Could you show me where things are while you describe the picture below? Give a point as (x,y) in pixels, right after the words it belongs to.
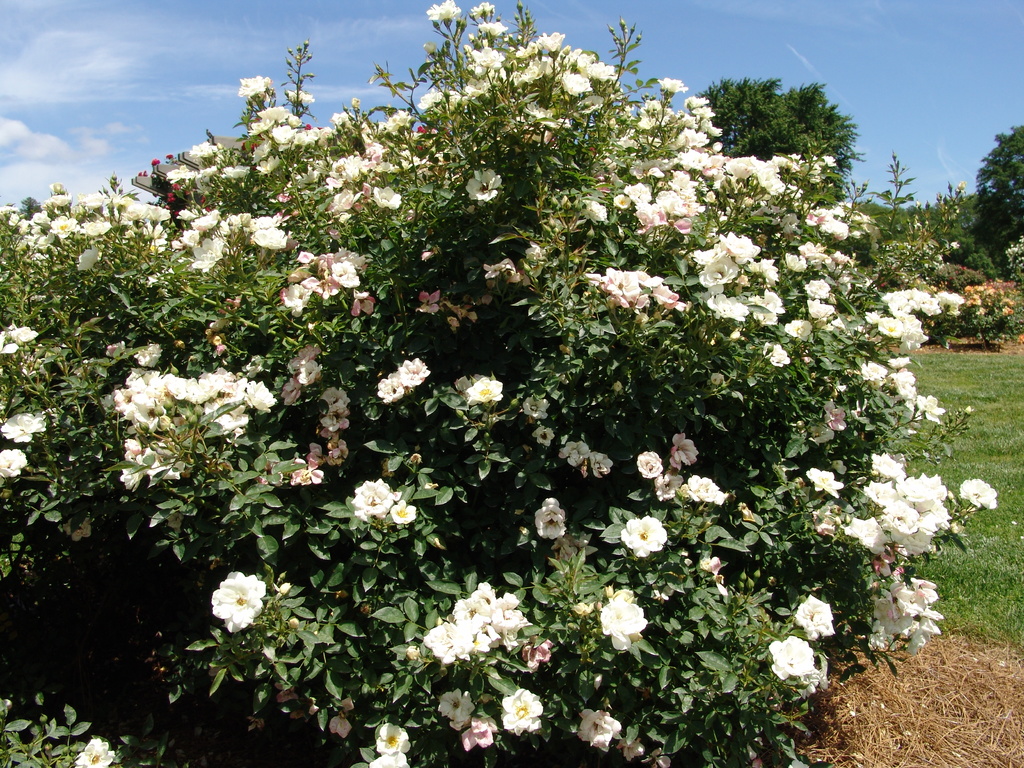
In the foreground (228,430) I can see flowering plants (644,479), grass (953,473) and trees (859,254). On the top (282,73) I can see the sky (329,93). This image is taken in a garden (855,353).
